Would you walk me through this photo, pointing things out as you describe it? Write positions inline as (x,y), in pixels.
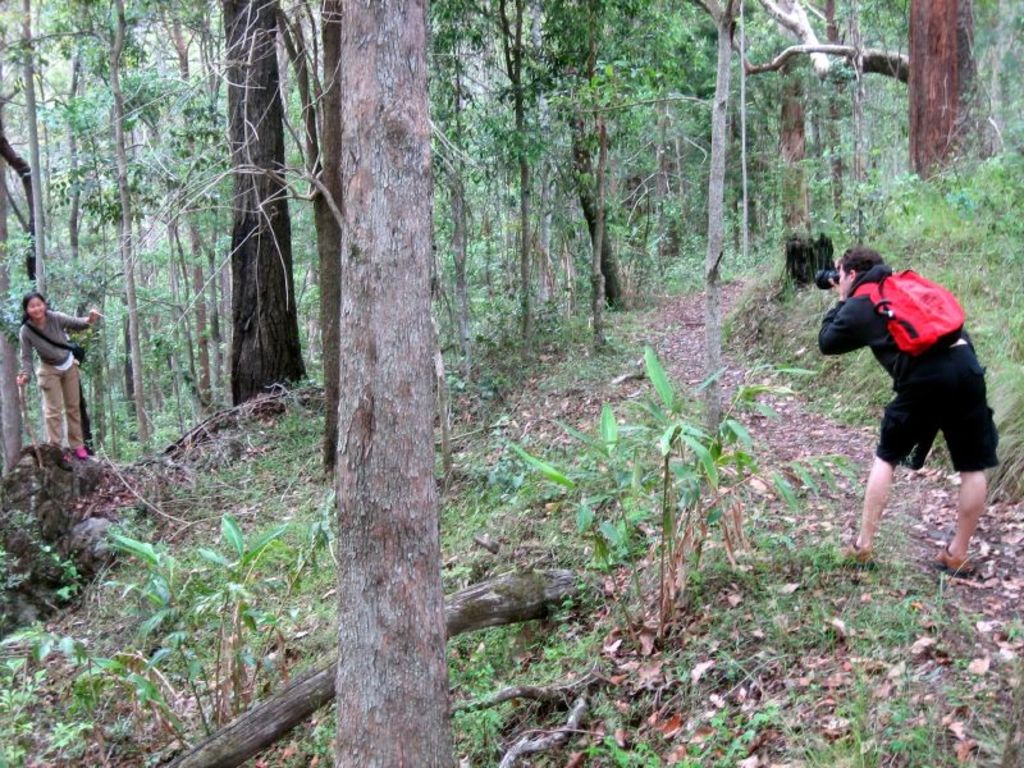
In this image we can see two persons (901,428) holding objects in their hands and we can also see trees (395,51) and plants (468,474).
